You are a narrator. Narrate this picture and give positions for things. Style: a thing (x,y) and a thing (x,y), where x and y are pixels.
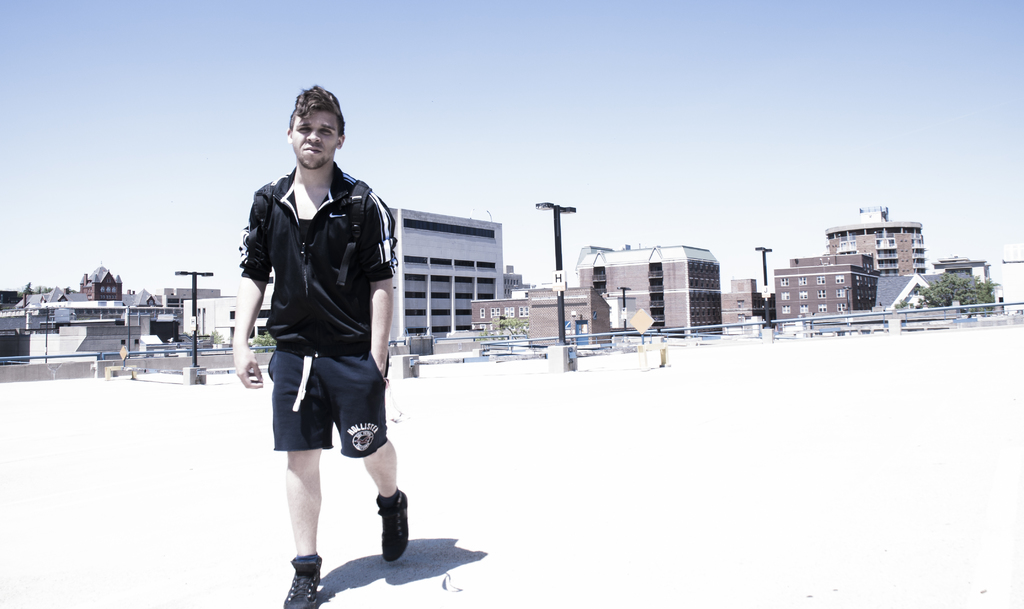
In the foreground (280,330) I can see a person (291,344). In the background (982,321) I can see a fence (1023,321), light poles (557,318), trees (513,330), buildings (453,270) and windows (708,300). At the top (531,109) I can see the sky (541,122). This image is taken may be during a sunny day.
